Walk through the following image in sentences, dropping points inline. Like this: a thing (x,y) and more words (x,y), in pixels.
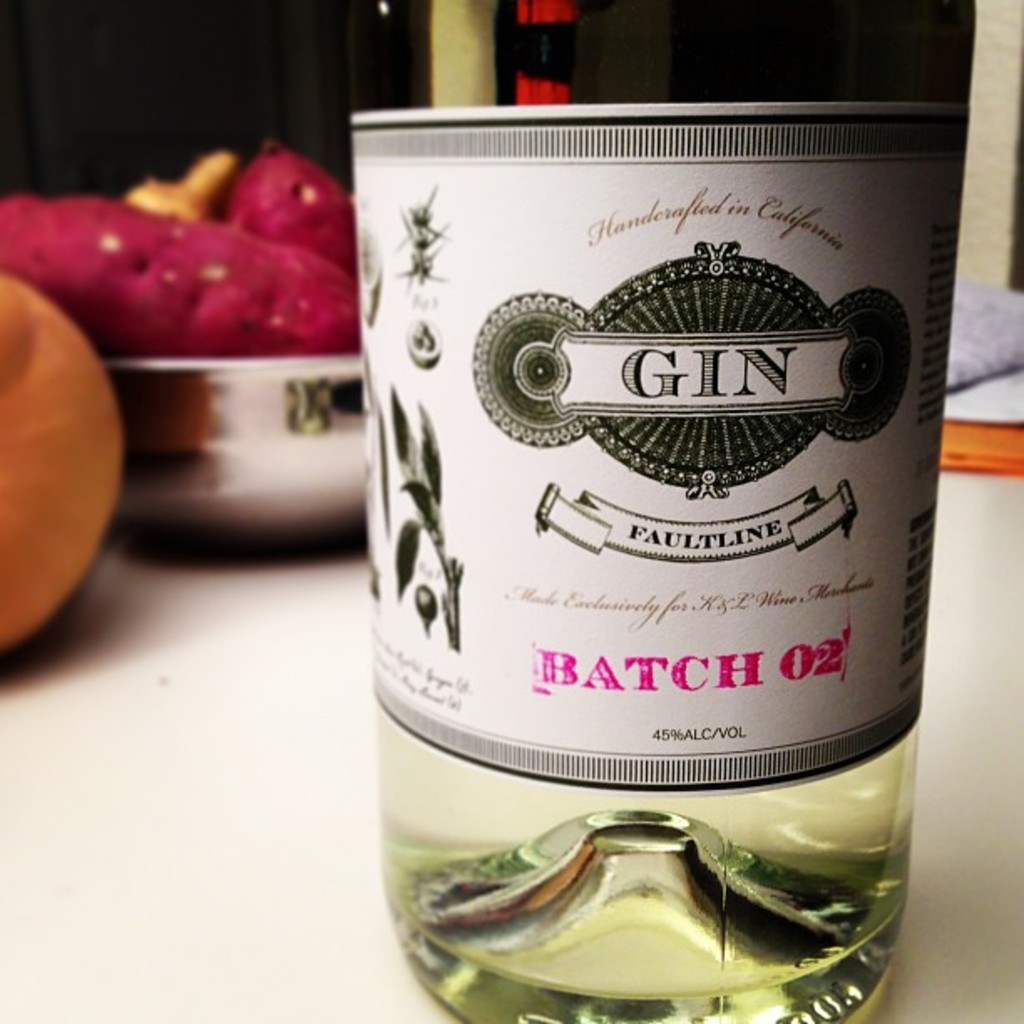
We can see bottle (706,487) attached with sticker (575,570) and bowl (264,395), food (318,322) on the table (214,776).
